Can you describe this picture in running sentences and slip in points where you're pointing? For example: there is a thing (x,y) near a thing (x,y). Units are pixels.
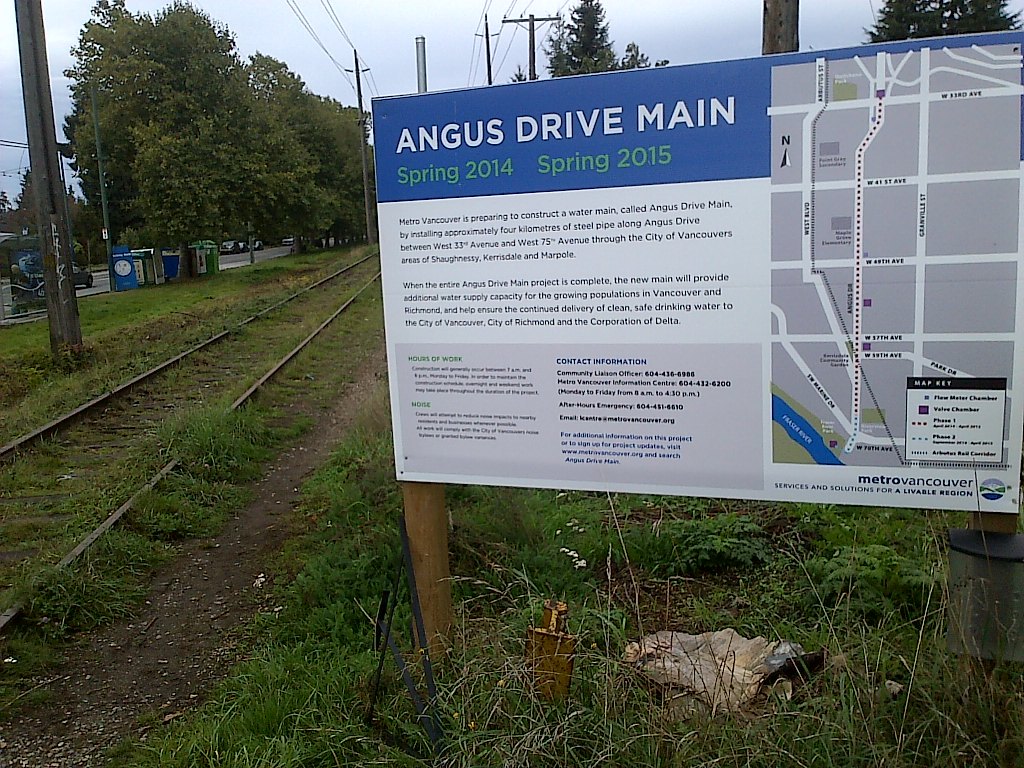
In this image we can see a banner (640,377). Behind the banner (640,377) trees (260,100), poles (796,4) and electric wires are there. Left side of the image (131,404) railway track (156,410) is present and the land (272,344) is covered with grass (375,599).
